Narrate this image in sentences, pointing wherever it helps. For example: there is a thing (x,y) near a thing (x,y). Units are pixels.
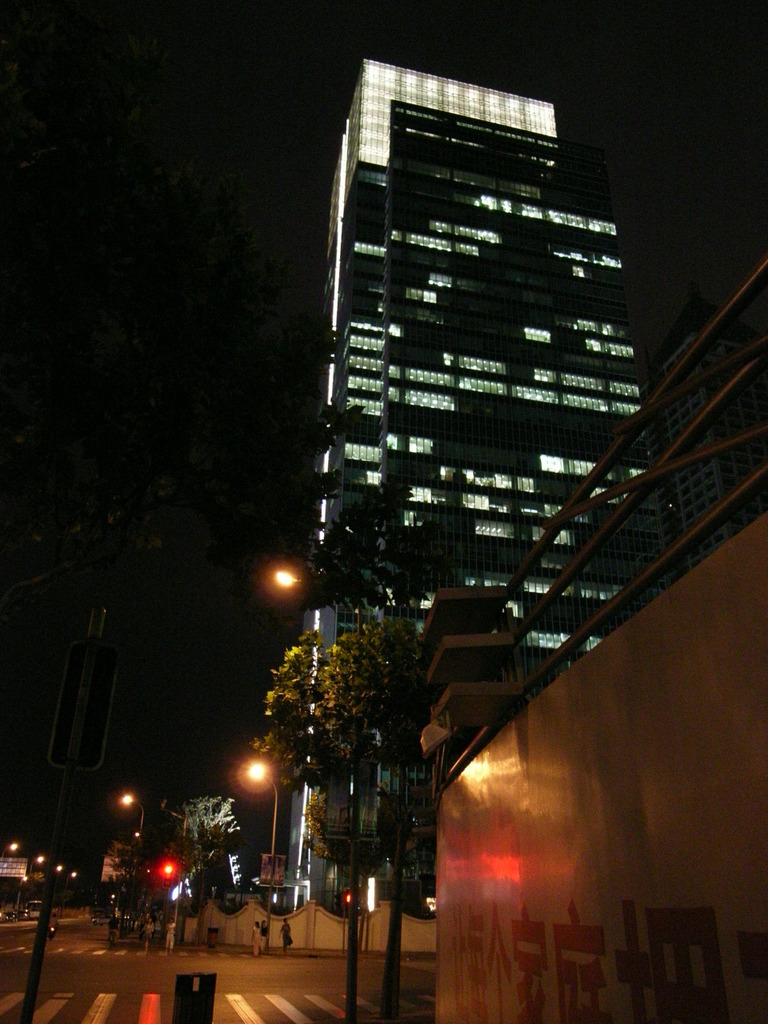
In the center of the image (281,677) we can see an electric light poles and some persons (265,936), trees (422,686) are present. On the right side of the image (550,332) we can see a building (408,253). At the bottom of the image (306,984) a road (311,1002) is present. At the top of the image (632,317) sky (180,137) is there. At the bottom right corner (640,936) wall (691,729) and rods (734,381) are present.
